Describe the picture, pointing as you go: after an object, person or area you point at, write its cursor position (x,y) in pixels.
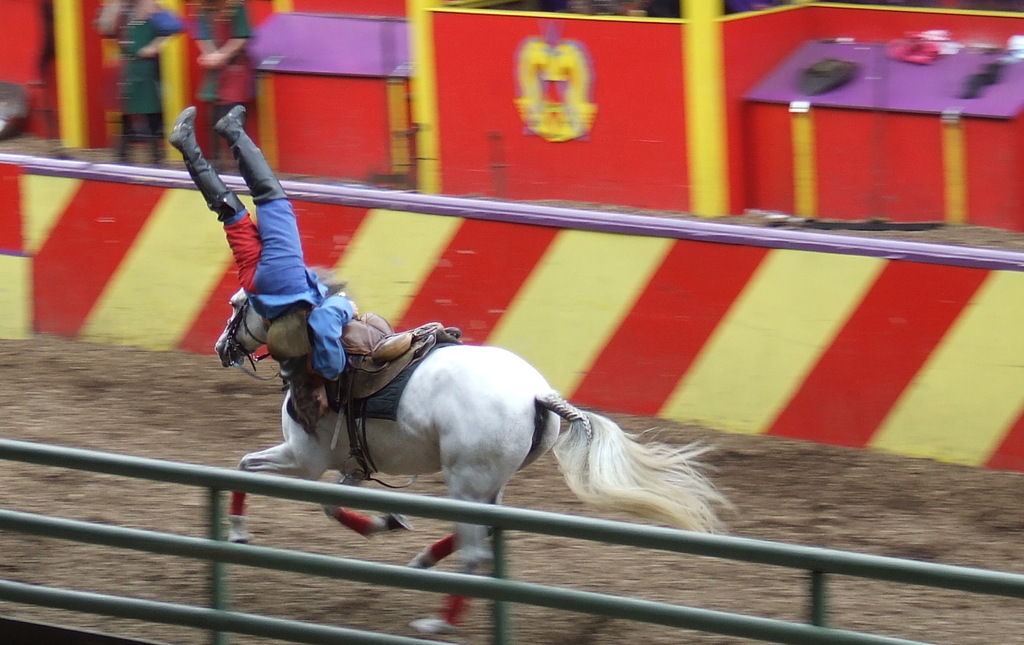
In this image there is a horse (445,393) running, there is a person (319,413), there is a fencing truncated towards the bottom of the image (317,569), there is the wall (192,72), there are persons (123,33) truncated towards the top of the image (136,27), there is an object (9,111) truncated towards the left of the image (17,86), there is sand (152,388).
